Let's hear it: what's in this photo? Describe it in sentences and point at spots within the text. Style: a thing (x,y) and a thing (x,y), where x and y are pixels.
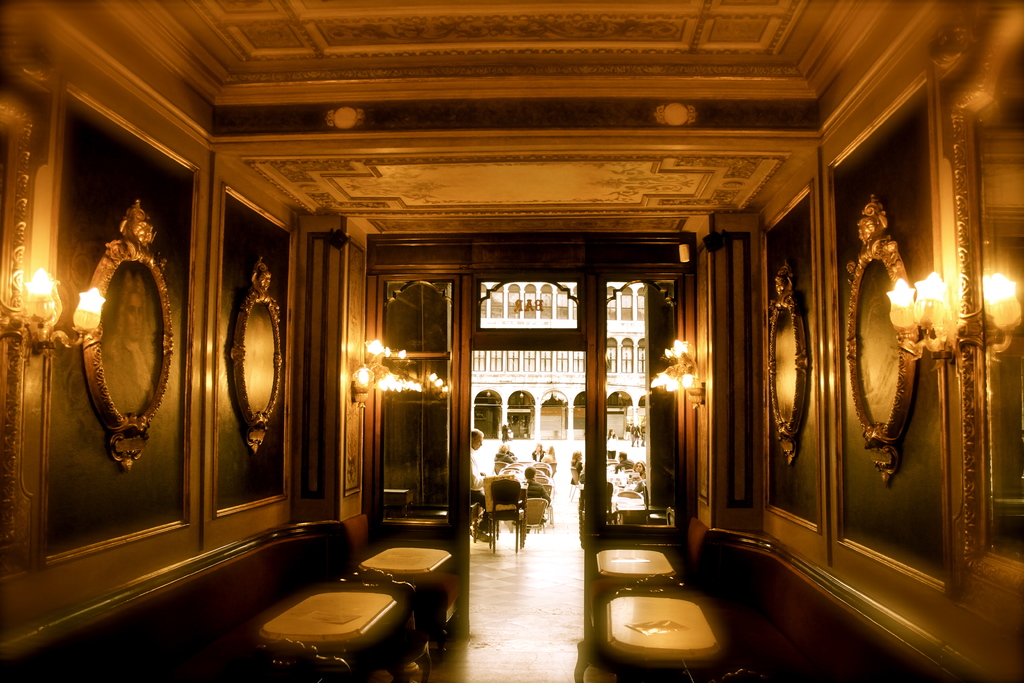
In this picture I can see the inside view of a building (675,484), there are lights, tables (382,612), chairs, there are frames (268,268) attached to the walls (811,265), there are group of people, and in the background (542,437) there is a building (609,373).
